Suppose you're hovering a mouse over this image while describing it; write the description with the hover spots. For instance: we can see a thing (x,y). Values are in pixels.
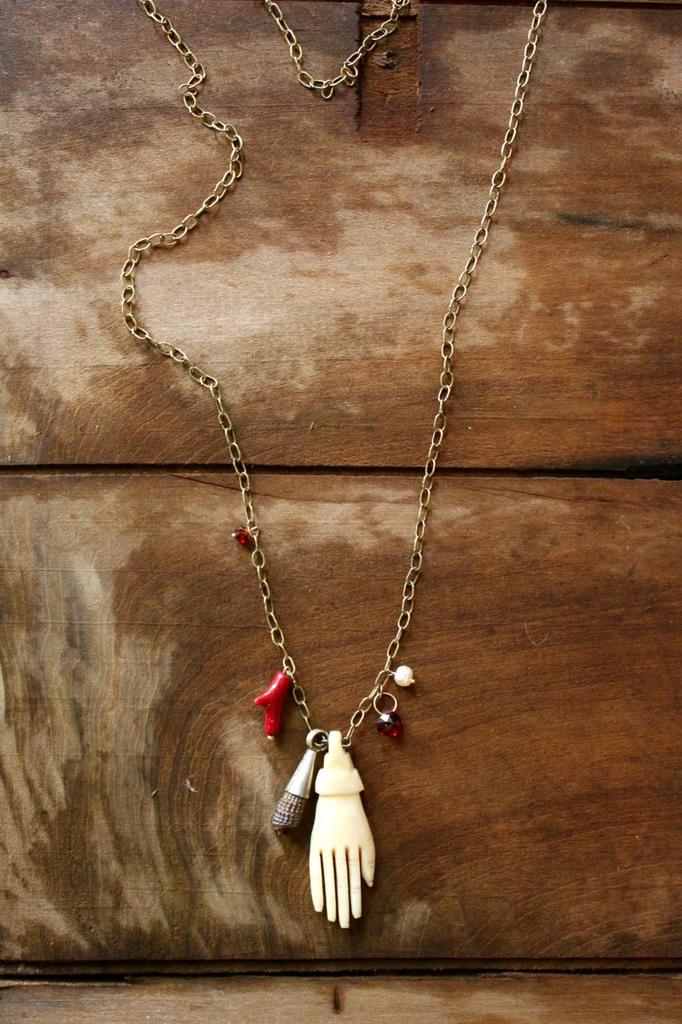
In the image I can see a chain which has objects (302,789) attached to it. The chain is on a wooden surface (428,881).
